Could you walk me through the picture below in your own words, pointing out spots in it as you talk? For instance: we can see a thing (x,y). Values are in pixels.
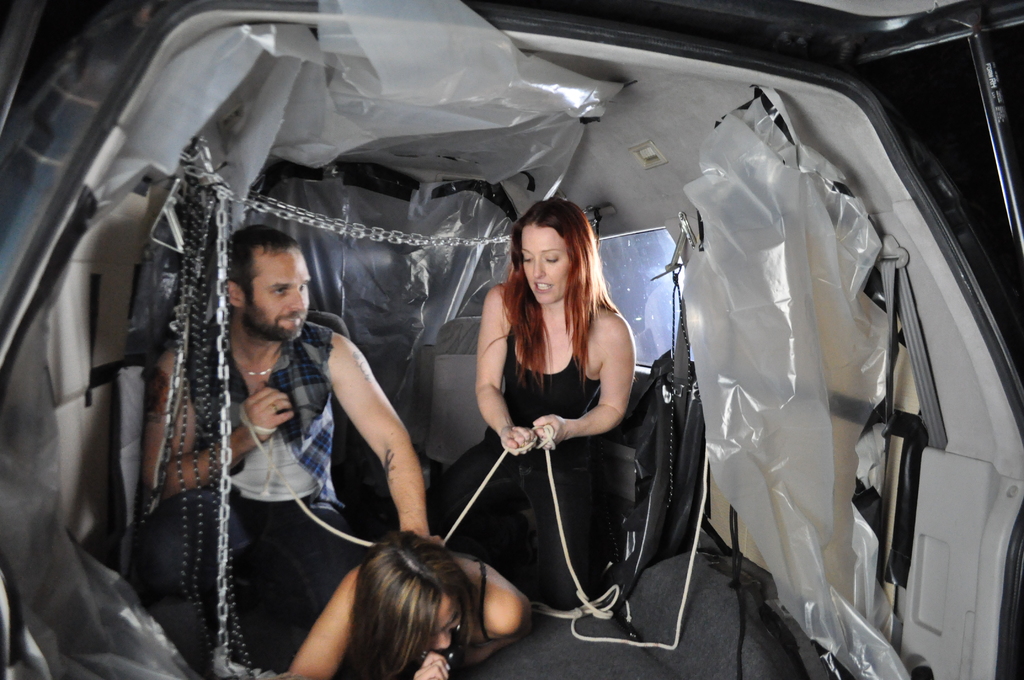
This is the picture of inside of the vehicle (661,119). There is a man (313,489) sitting and holding the rope (256,444) and there is a woman (568,436) sitting and holding the rope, there is a woman (483,596) lying on the seat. At the back (650,340) there is a window (651,323) and at the left (203,176) there are chains (204,291).
